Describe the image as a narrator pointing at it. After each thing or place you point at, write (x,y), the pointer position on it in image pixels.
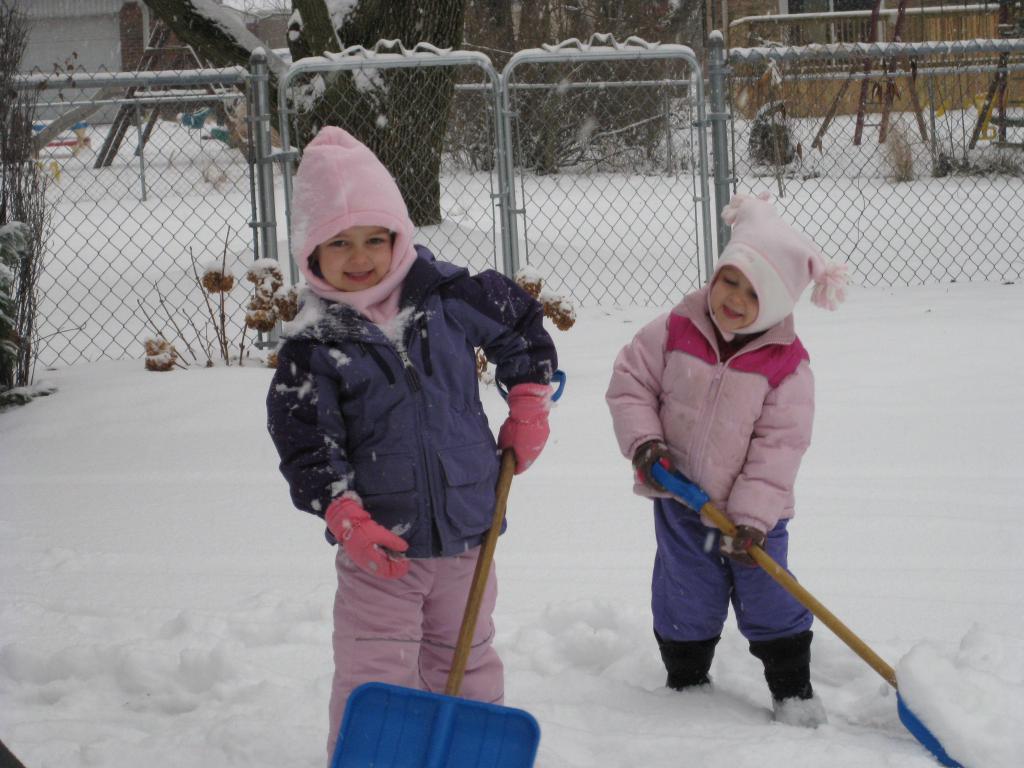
In this image in the center (418,382) there are two children (422,425) who are holding some sticks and playing. At the bottom (511,599) there is snow (924,638) and in the background (44,285) there is fence (757,59), iron rods (770,57), plants (157,343), trees (283,76) and some houses (65,60).
